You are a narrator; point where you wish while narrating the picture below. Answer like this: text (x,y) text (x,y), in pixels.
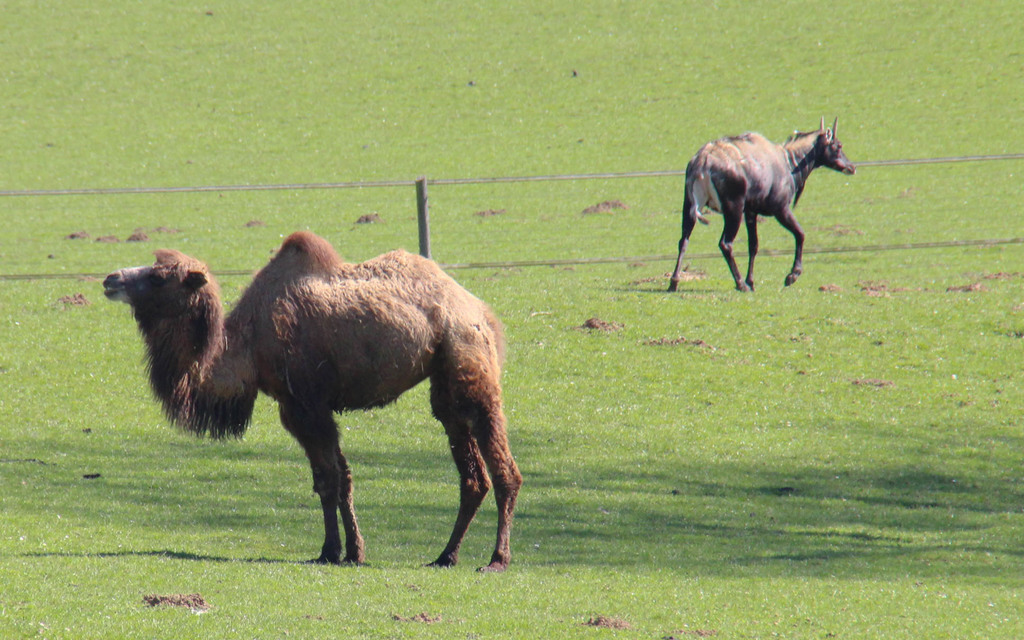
In this picture I can see two animals (419,308) standing on the grass (399,215), there is fence (23,191).
